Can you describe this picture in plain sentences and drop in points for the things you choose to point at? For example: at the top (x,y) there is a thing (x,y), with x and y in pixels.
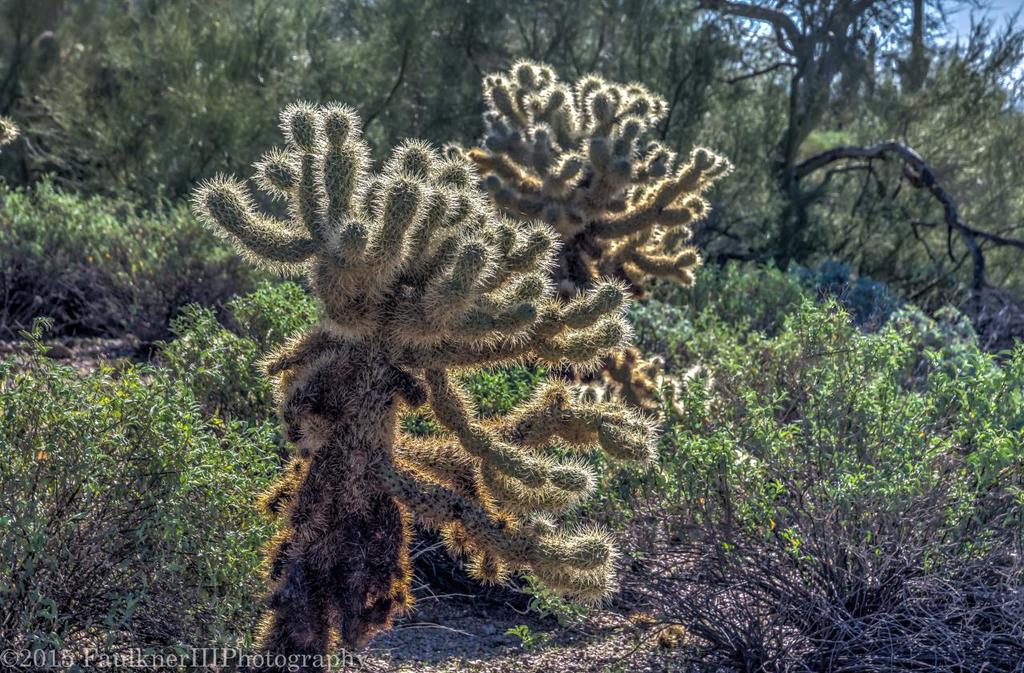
In the image I can see plants (439,424), trees (405,113) and some other objects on the ground (413,668). In the background (956,25) I can see the sky (979,17). On left side of the image (202,658) I can see a watermark (147,667).
